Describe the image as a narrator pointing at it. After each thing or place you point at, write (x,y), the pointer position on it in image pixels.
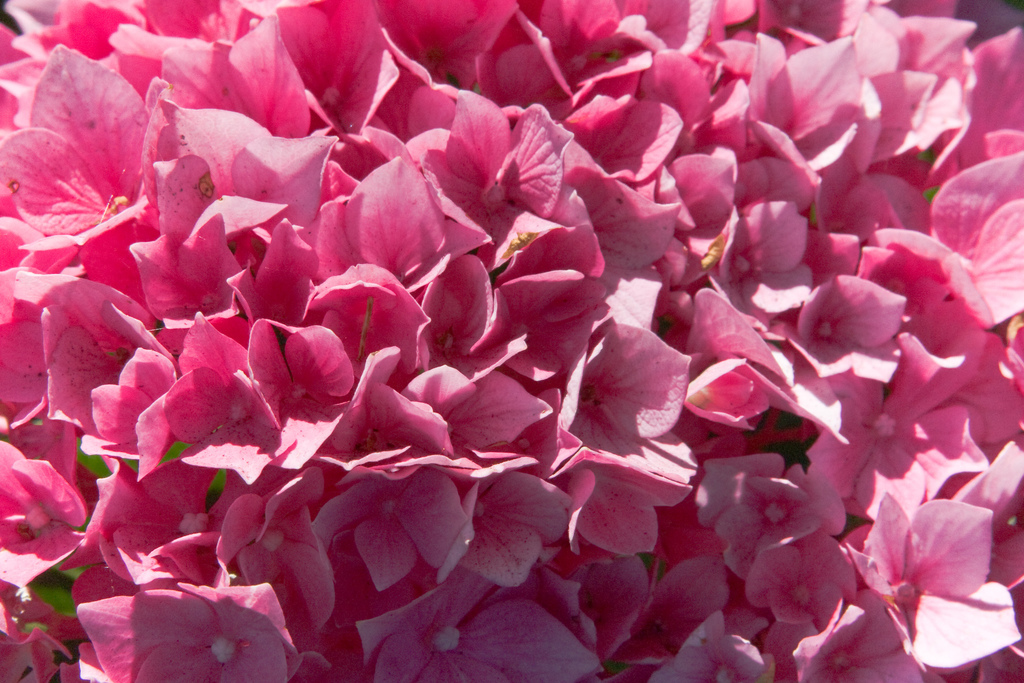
In the center of the image (371,288) we can see a blossom (714,312).
